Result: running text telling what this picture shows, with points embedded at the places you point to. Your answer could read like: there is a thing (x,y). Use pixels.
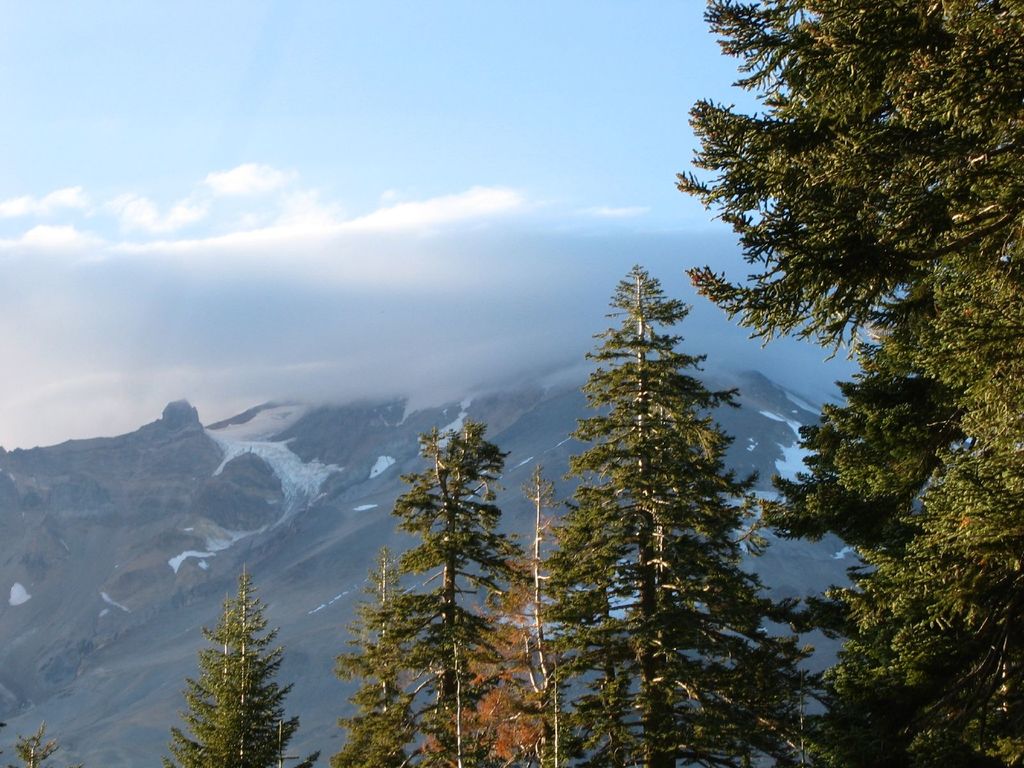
In this picture I can see trees (946,654), there are snowy mountains (504,390), and in the background (516,194) there is sky (483,203).
